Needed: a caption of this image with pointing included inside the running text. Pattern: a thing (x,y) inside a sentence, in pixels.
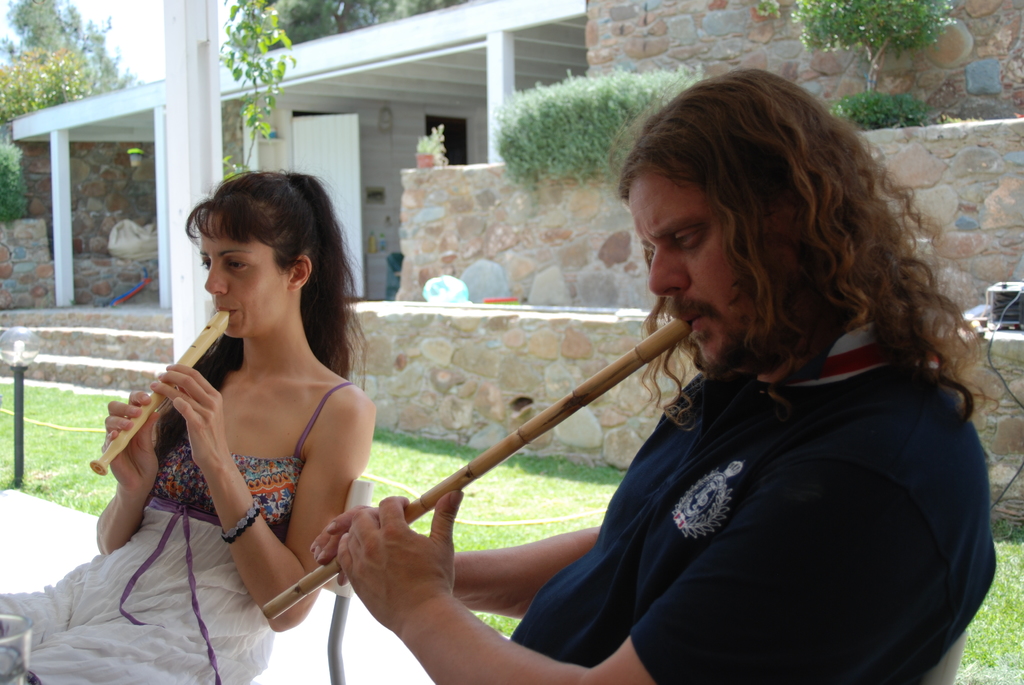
This image is clicked outside. There are shrubs (58,89) and trees (54,51) on the top (566,148), there are two people (297,463) sitting on chairs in the middle (660,243). One is on the left side (298,518) other one is on the right side (727,502). Both of them are playing flute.
